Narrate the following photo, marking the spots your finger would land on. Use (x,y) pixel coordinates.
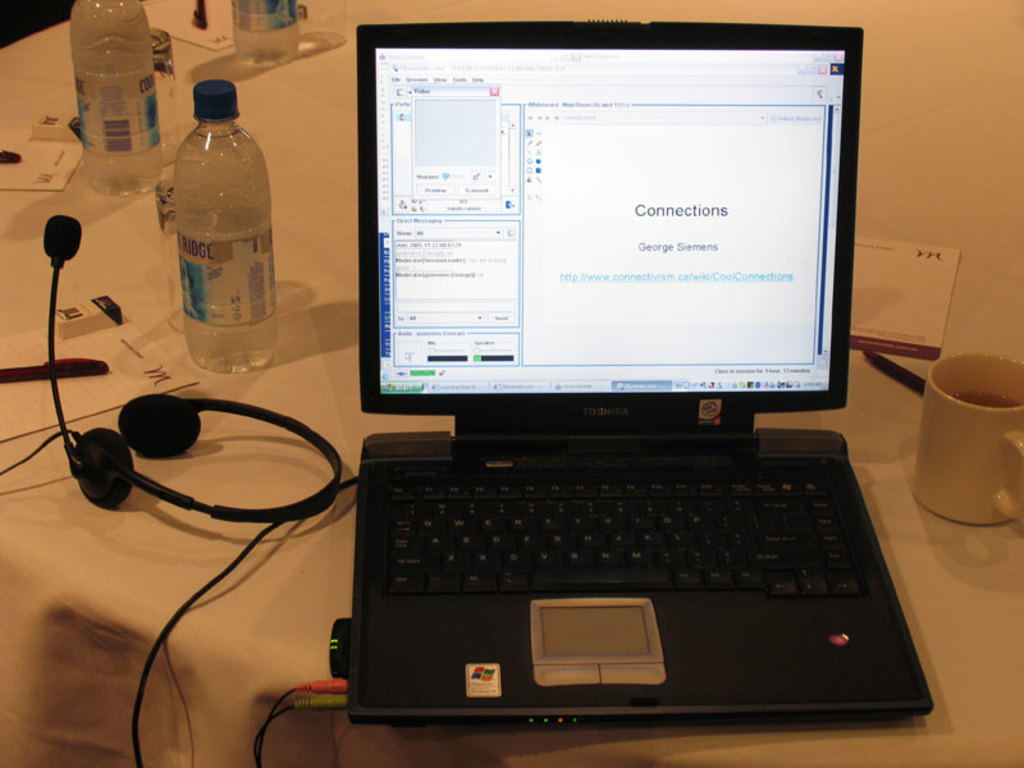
In this image I can see a laptop (424,295), bottle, headset (280,419), cup (953,388), paper (902,272) and a pen (893,368) on the table (328,195).
